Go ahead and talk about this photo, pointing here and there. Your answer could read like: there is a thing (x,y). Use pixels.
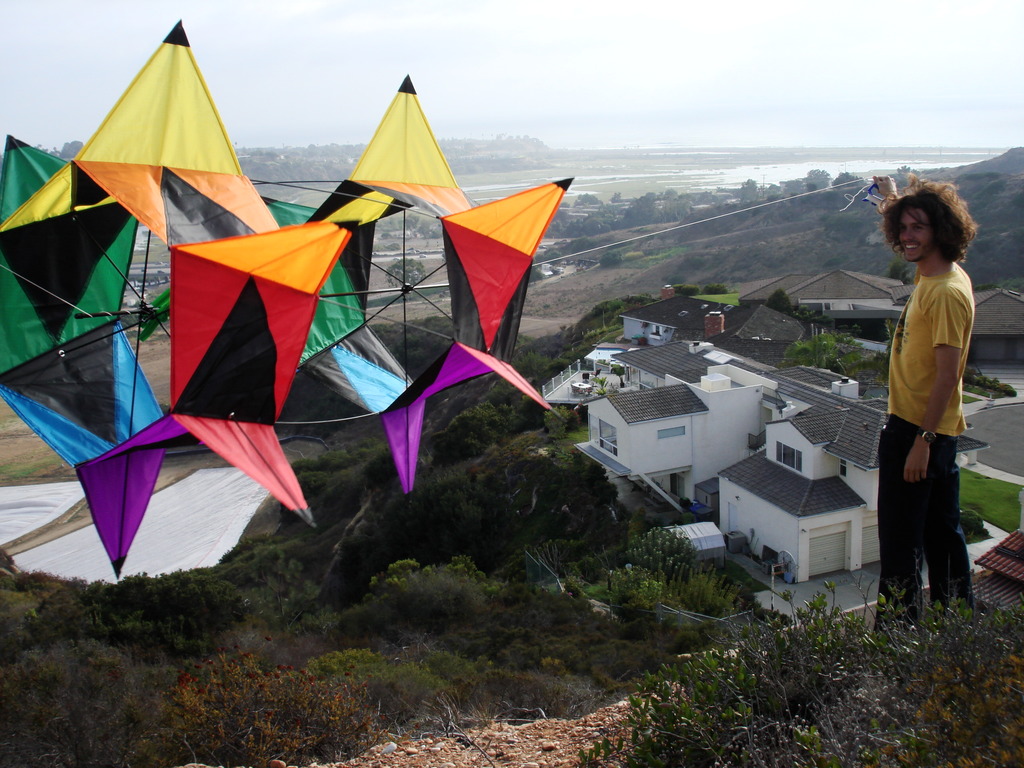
In this picture we can see a man (890,385) in the yellow t shirt (894,341) is holding a rope (856,191) which is attached to a kite (84,385). Behind the man (910,318) there are houses (679,407), trees (529,401) and the sky (666,5).
